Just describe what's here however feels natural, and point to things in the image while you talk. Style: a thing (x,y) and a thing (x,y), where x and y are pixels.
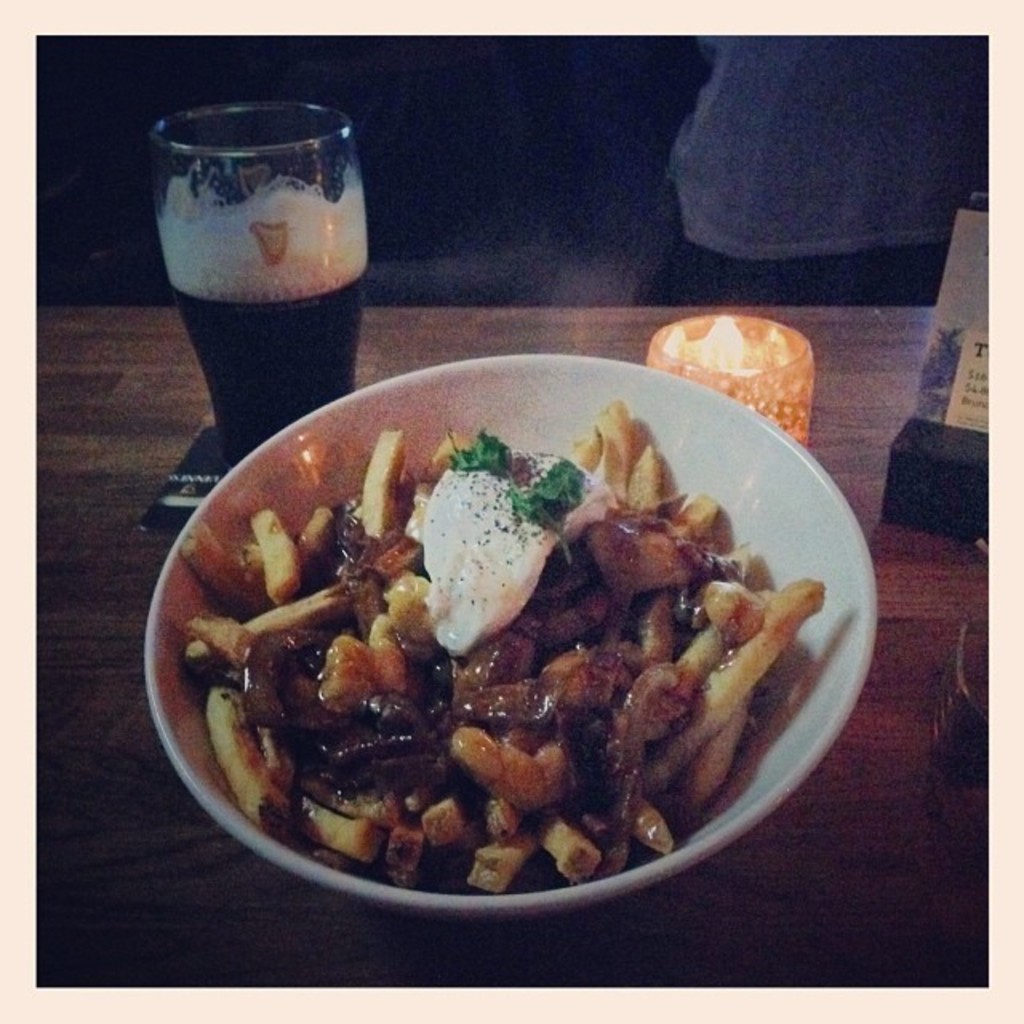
At the bottom of the image (232,911) we can see a table (108,311), on the table (108,311) we can see a bowl (332,492). In the bowl (534,433) we can see some food (628,478). Behind the bowl (580,410) we can see a glass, candle (769,389) and paper (969,386). At the top of the image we can see a person (932,55).
